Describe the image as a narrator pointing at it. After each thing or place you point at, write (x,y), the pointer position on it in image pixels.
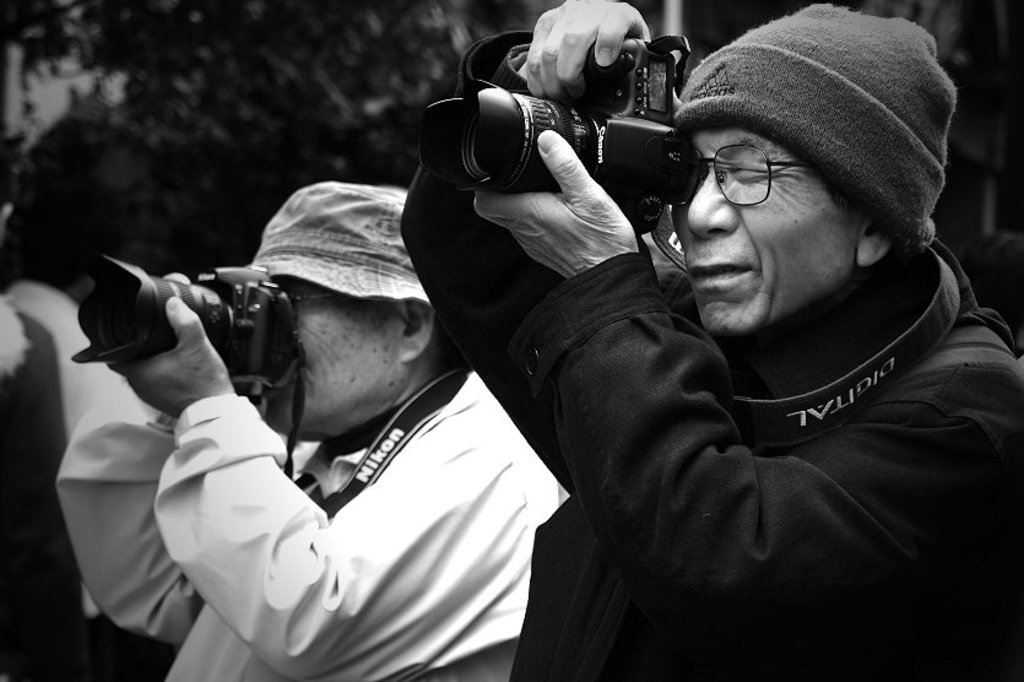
This picture shows two men (875,297) standing and holding cameras (263,282) in their hands (554,41).
